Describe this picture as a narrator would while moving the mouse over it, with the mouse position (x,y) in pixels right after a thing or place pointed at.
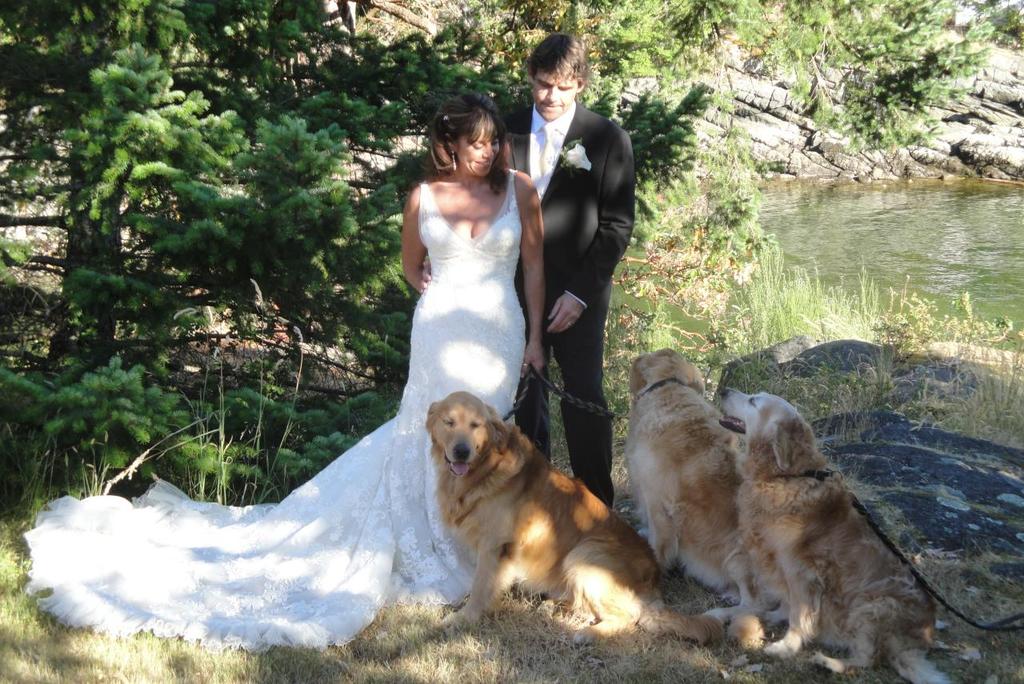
In the image we can see there are people (516,266) who are standing and in front of them there are dogs (705,558) which are sitting on the ground (490,666) and at the back (329,129) there are lot of trees (705,70) and there is a river (924,248) at the corner and the woman (402,449) is wearing a white gown (386,466).
